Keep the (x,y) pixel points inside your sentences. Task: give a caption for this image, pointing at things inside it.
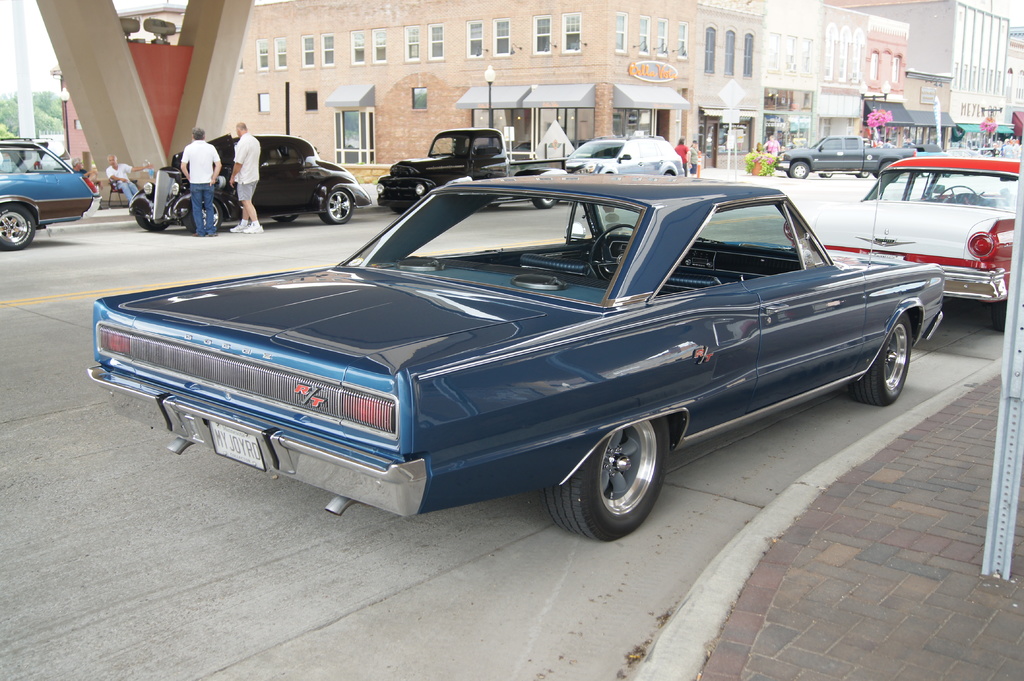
In this picture we can see vehicles (438,216) and people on the road (269,244). Behind the vehicles (750,202), there are street lights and there are buildings (773,52) with windows (708,49) and doors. On the left side of the image (119,187), a few people (75,166) are sitting on the chairs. Behind the people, there are trees (15,128), a pole (19,65) and the sky (47,40). On the right side of the image (1005,494), there is another pole (1008,365).
